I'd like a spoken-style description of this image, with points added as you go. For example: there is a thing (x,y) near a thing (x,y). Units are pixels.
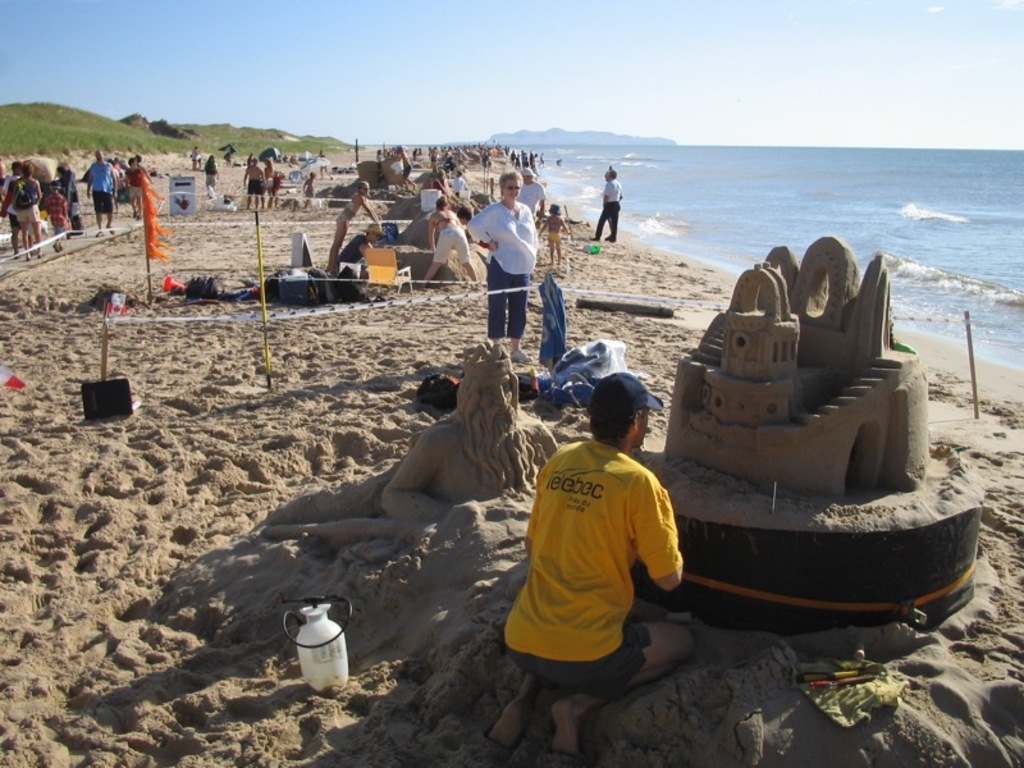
In this image I can see a person (673,636) wearing yellow shirt (618,581), gray short (615,668), in front (869,300) I can see a building (711,412) done with sand (617,284). Background (600,172) I can see few other people (106,181) some are standing and some are walking, water (687,235), grass (55,132) in green color and sky (433,43) in blue and white color.
